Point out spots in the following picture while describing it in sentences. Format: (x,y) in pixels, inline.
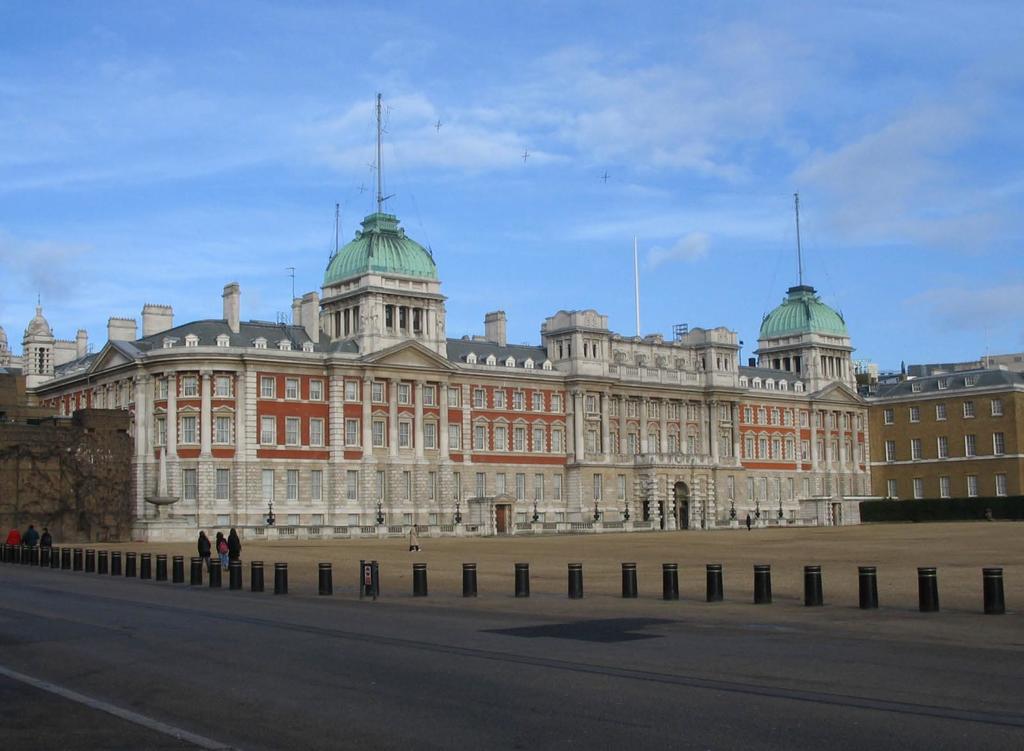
In this image we can see there are buildings (587,412) and poles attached to it. In front of the building (171,532) there are persons (45,544) walking and there are black color objects (927,586). At the side there is a road (328,648). At the top (694,225) there is a sky (335,99).
